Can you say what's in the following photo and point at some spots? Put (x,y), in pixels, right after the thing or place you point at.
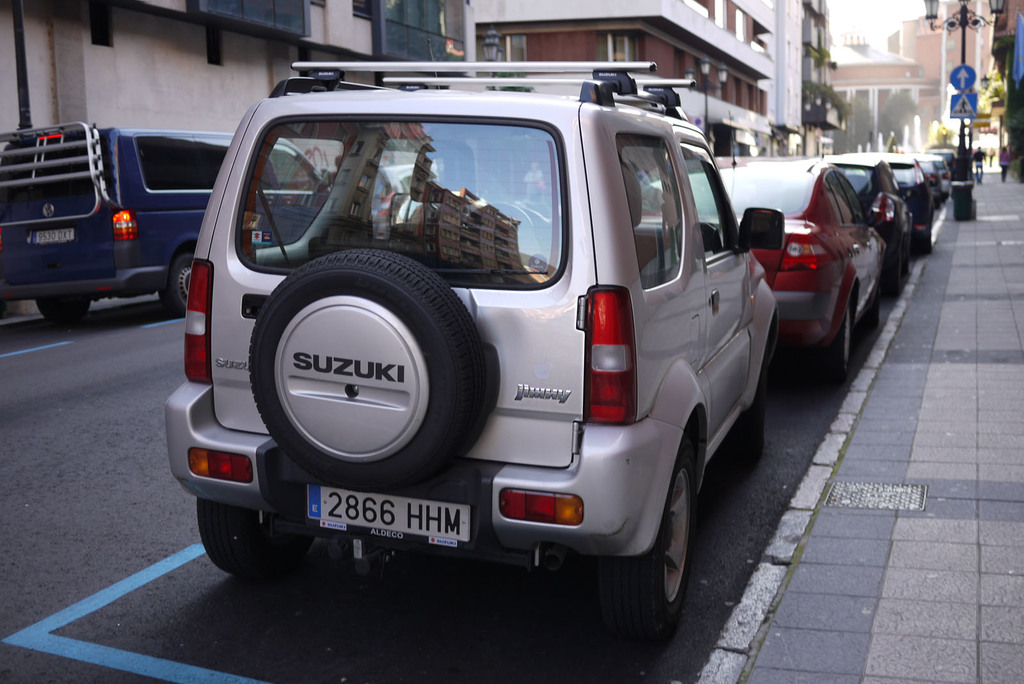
In this picture there are cars (547,247) parked on the road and on the right side (959,166) there are persons (1003,158), there is a pole (960,142) and some sign boards (963,113) on the pole (956,171). In the background (863,90) there are buildings (904,77), trees (889,107). On the left side (183,50) there are buildings (586,28).
